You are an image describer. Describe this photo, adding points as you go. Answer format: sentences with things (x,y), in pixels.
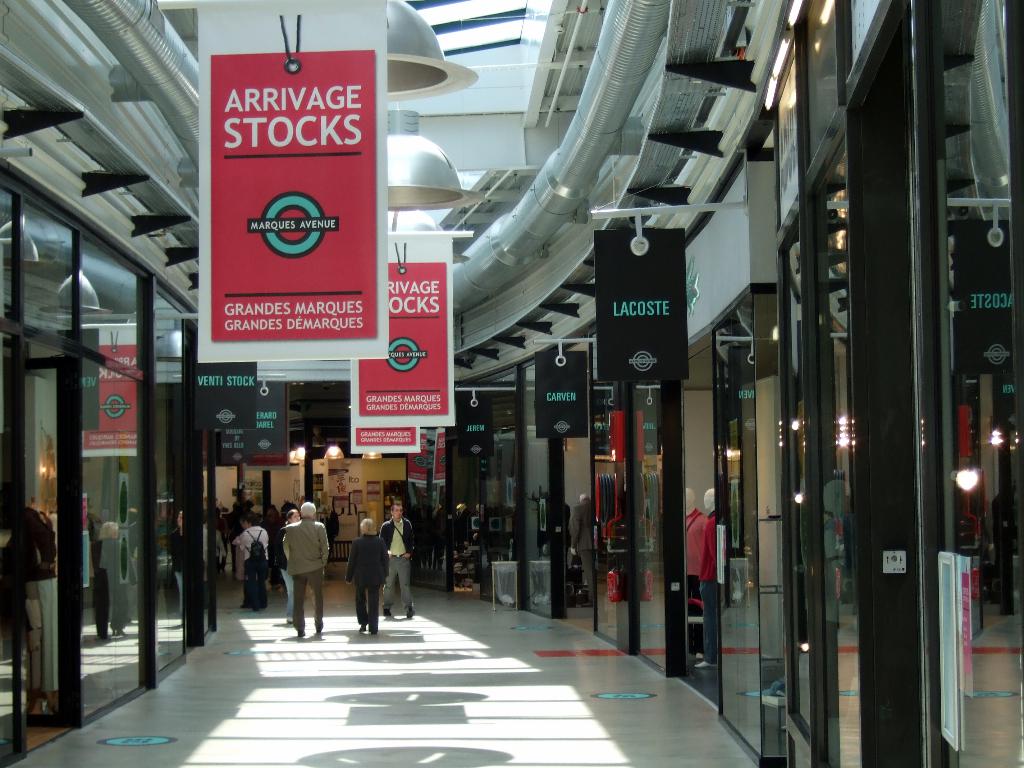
This is the picture of a shopping mall (518,686) where we can see some people (290,603) walking and to the side, we can see some stores (820,732) and there are boards (321,312) attached to the poles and we can see some text (257,127) on it.
